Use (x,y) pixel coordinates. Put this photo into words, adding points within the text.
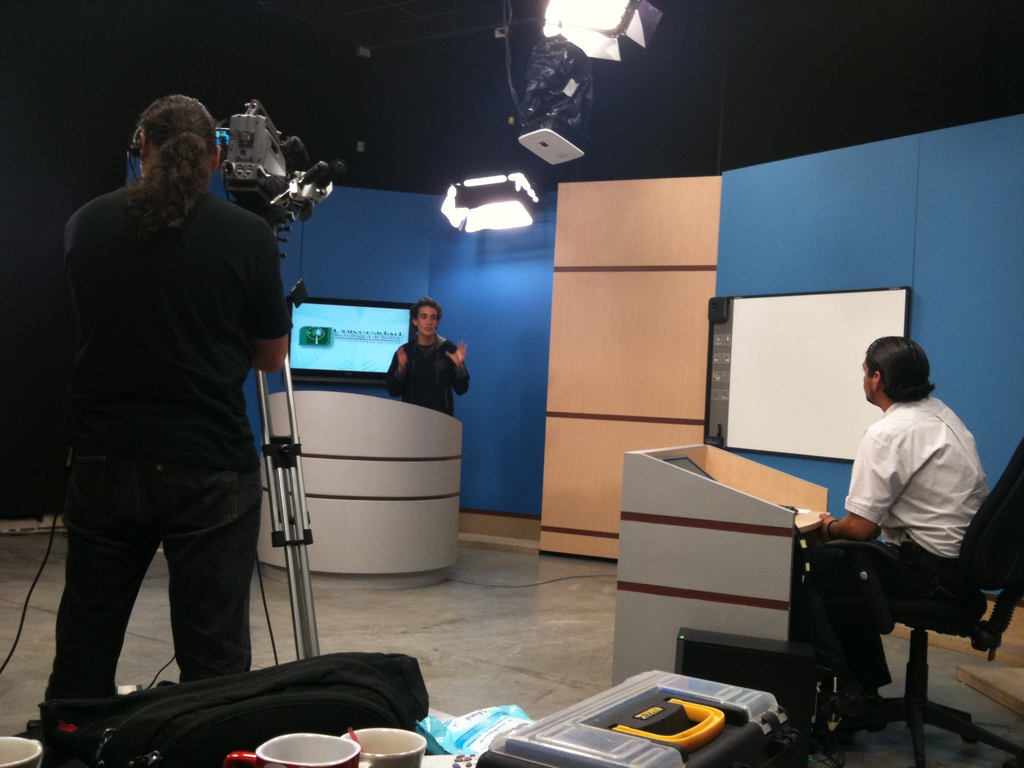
In this image, we can see people (908,515) and one of them is sitting on the chair (890,608) and there is a person (174,277) wearing headset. In the background (513,210), there are lights (504,200) and we can see a camera stand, a podium (346,416) and some screens (719,332) on the wall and there is a stand (719,541) and we can see a bag (146,724), cup (292,735), a box (699,724) and some other objects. At the bottom (463,627), there is a floor (473,637).
